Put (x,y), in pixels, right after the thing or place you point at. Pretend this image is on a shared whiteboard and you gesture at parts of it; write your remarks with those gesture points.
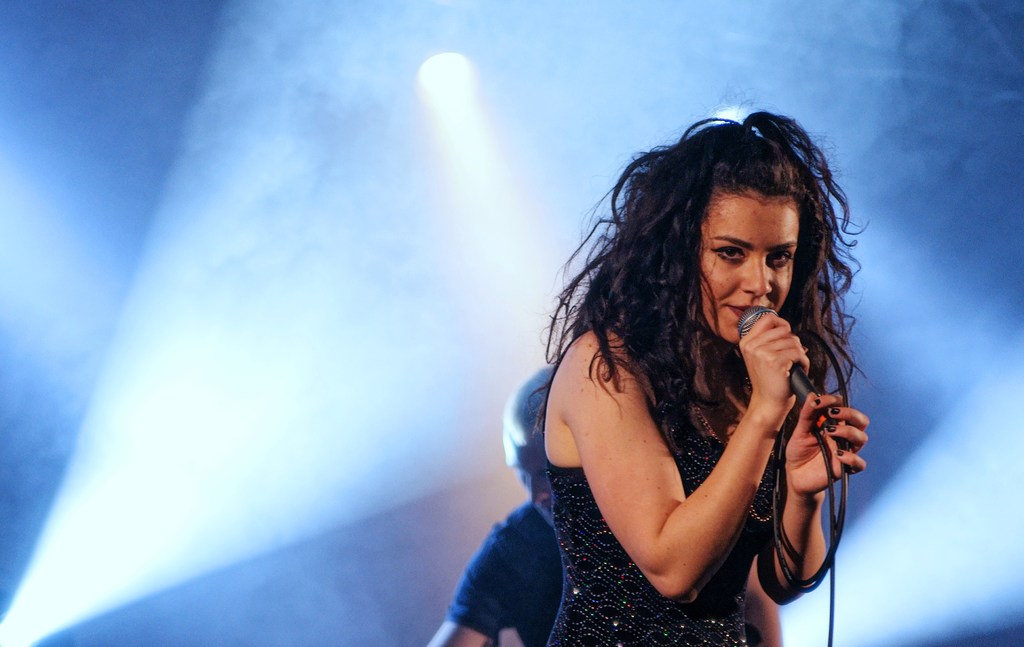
In this image i can see a woman (683,402) holding a mike (794,381) on her hand (789,400) and she is wearing a black color top (592,570) and back side of her there is a light (452,93) visible.
